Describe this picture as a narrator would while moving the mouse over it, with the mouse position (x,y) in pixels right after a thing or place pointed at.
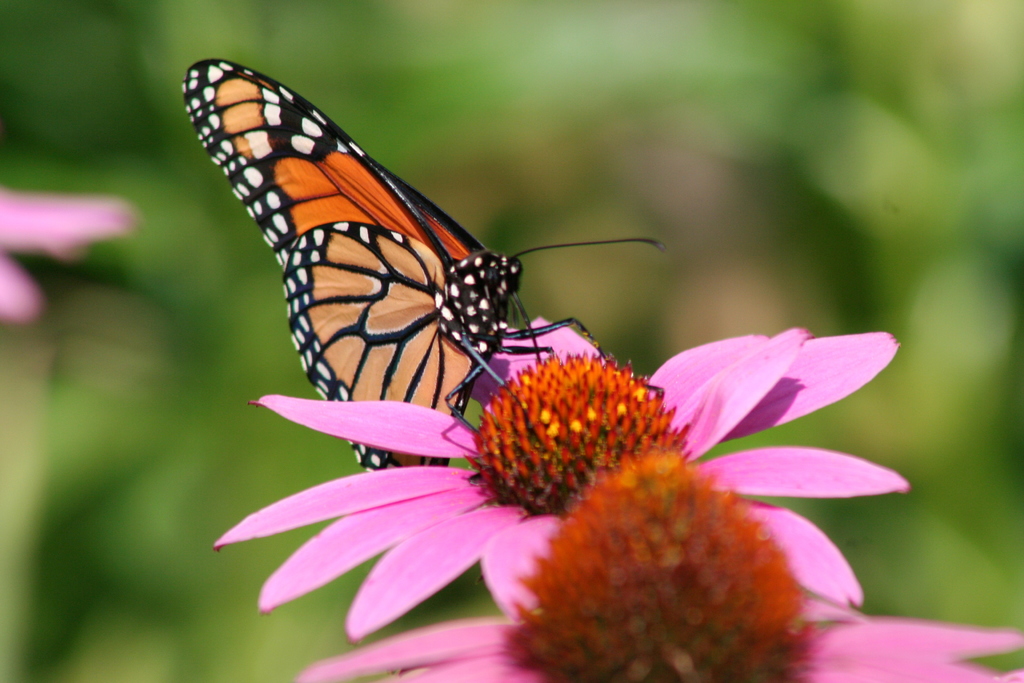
In this picture we can see a butterfly (343,282) on the flower (561,478).
